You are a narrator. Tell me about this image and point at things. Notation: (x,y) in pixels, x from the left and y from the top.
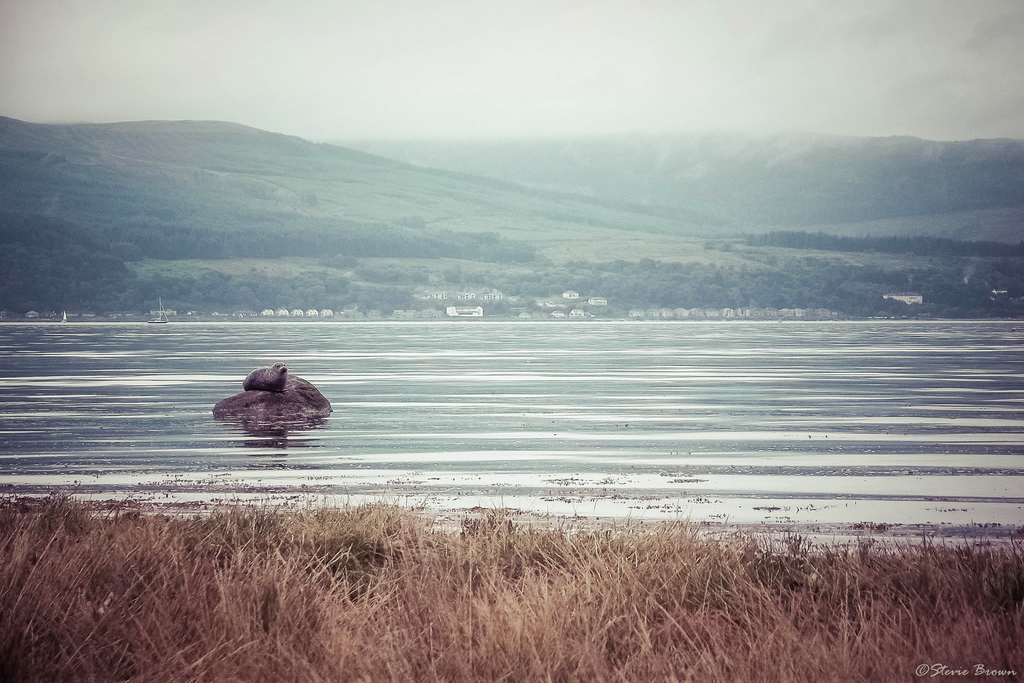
In this image we can see water (472,415), grass (601,619), stones (308,390), hills (326,230), trees (54,231) and sky (382,63).
